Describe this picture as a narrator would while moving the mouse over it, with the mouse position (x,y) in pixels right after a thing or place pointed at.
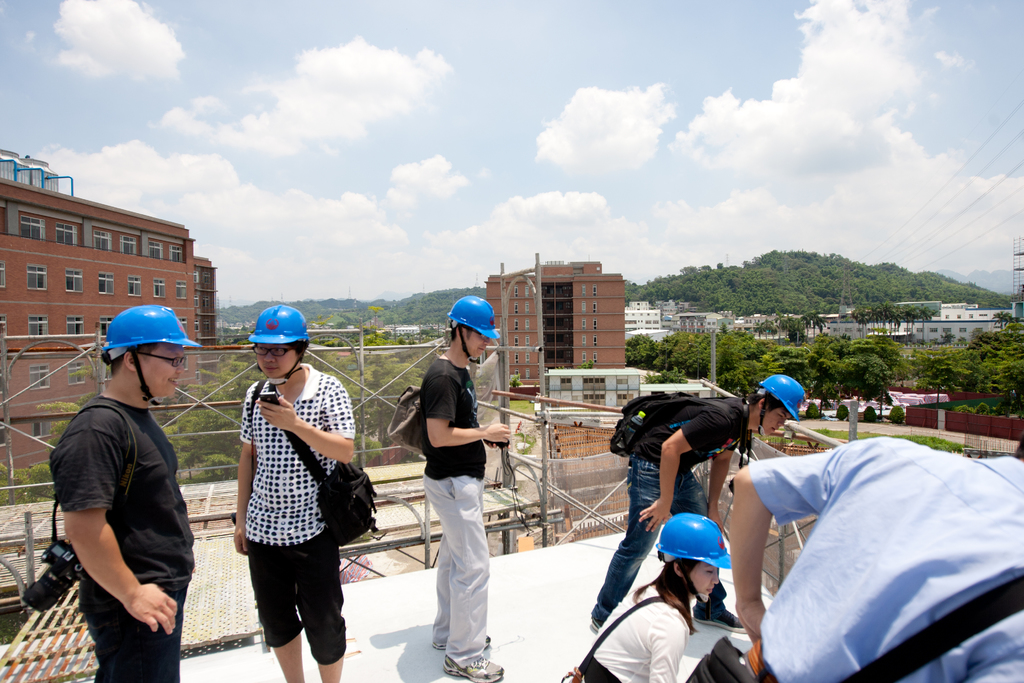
Sky (792,84) is cloudy. Here we can see buildings (498,317) with windows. These are trees (428,357). These people (127,418) wore helmets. This man (332,384) wore a bag (323,470) and holding a mobile (263,403).
